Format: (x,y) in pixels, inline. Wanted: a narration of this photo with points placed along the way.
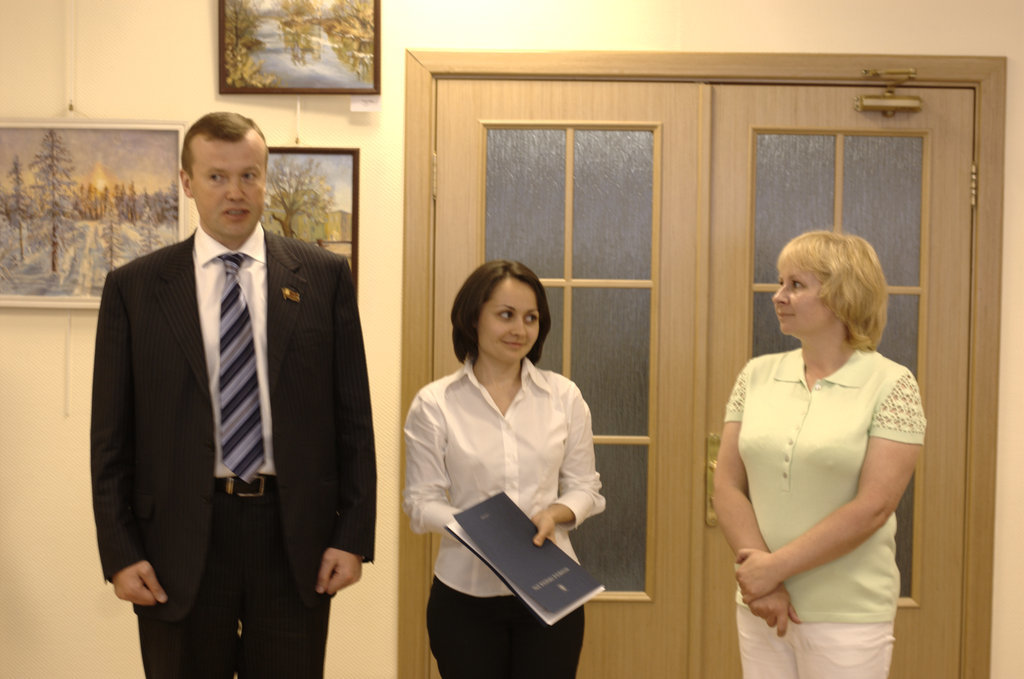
In this picture we can see three people (478,593) standing in a room (375,241). A woman (476,575) is holding a book (528,586) in her hand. Few frames (8,295) are visible on the wall (65,41). There is a door (460,199) in the background (755,224).
